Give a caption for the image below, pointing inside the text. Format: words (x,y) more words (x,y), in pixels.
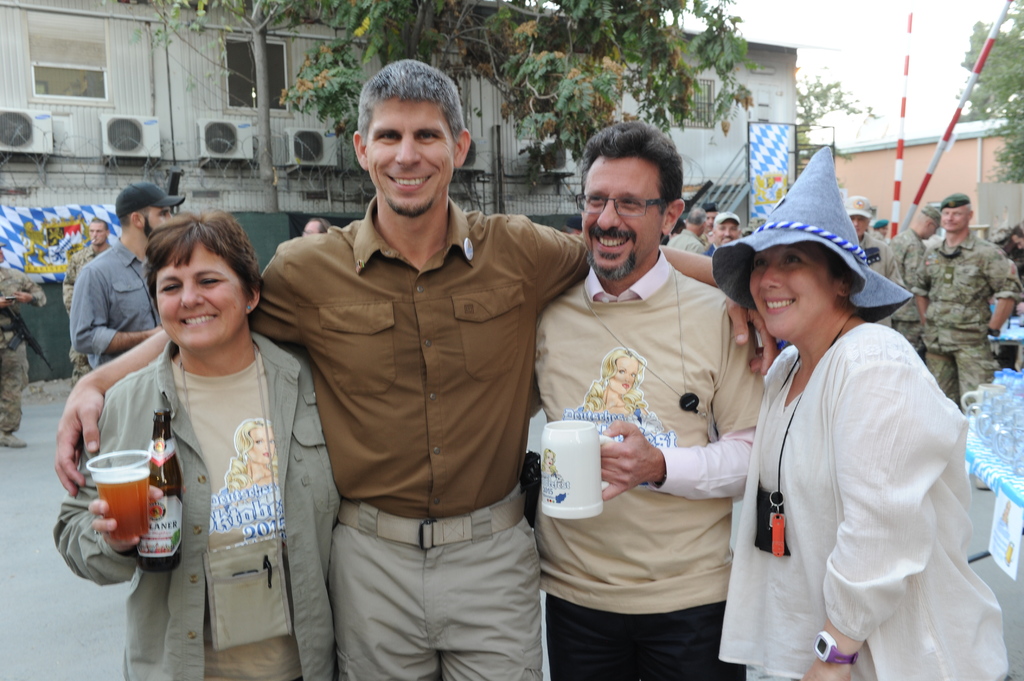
Here in this picture in the front (582,345) we can see a group of people (403,398) standing on the road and all of them are smiling and two persons (619,370) are holding cups (117,500) in their hands (622,473) and the woman (811,297) on the right side (824,181) is wearing a cap (819,209) and behind them also we can see number of people (105,236) standing over there and we can see some people (921,335) are wearing military dress (934,263) with cap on them and we can also see poles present and we can also see a building (509,163) with windows (72,83) and AC (13,131) present and we can see plants (686,107) and trees (1021,83) present and we can see the sky (881,58) is clear.
